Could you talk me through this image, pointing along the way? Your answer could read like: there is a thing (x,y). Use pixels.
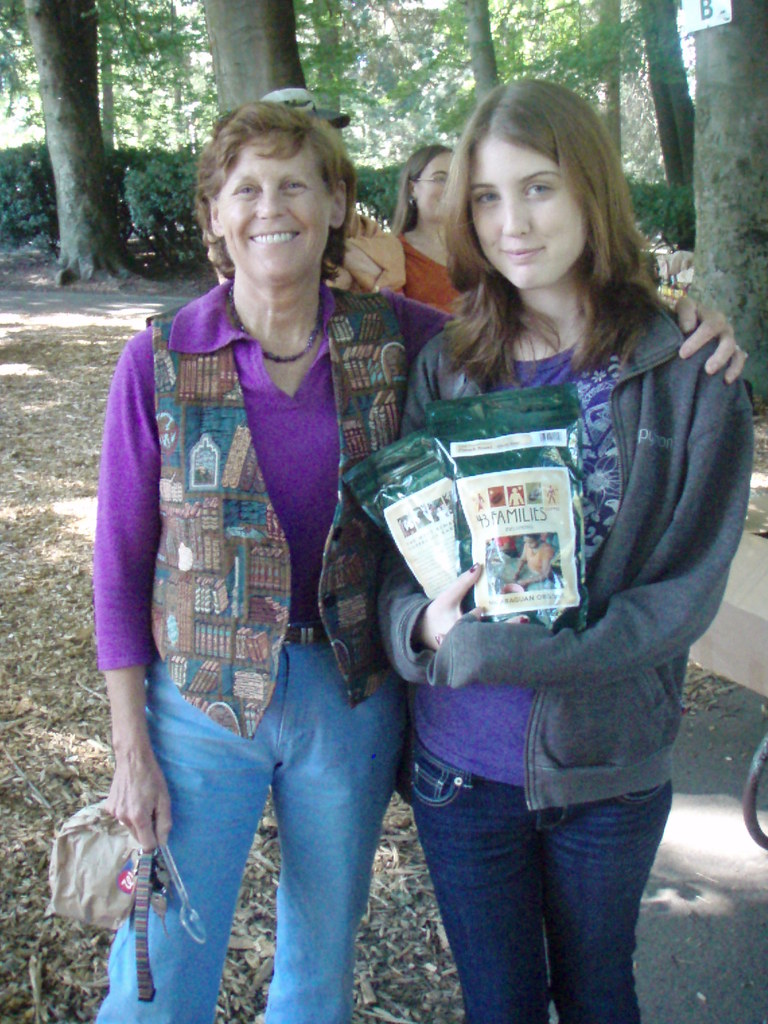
In the picture we can see some group of women (351,370) standing and posing for a photograph and in the background of the picture (135,14) there are some trees (135,14).
